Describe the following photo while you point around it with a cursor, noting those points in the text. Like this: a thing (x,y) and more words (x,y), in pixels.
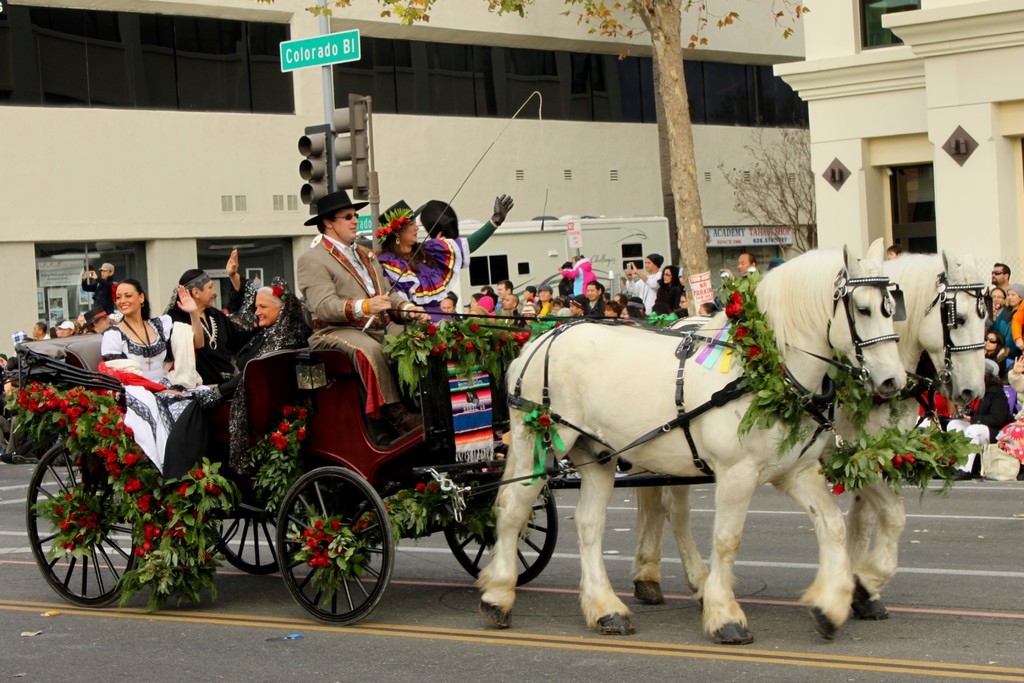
In this image there are a few people (259,309) standing and sitting in the cart (278,484) with decoration (93,401), in front of the cart (450,385) there are two horses (649,422) walking on the road (672,619). In the background (366,157) there are few spectators (1003,314), buildings (581,158), trees (692,147) and signals (352,157).
